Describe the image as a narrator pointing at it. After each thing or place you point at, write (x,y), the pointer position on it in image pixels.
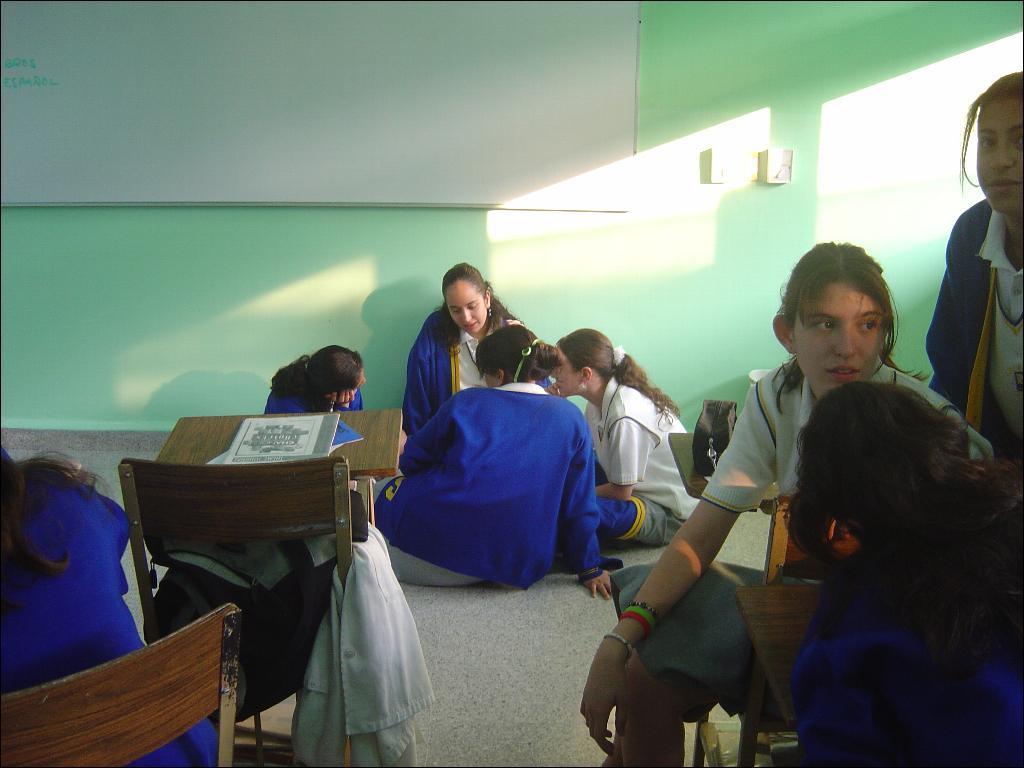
In this image, we can see a few people (633,601). We can see the ground (443,613). We can see a few chairs (286,511) and tables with some objects (274,424). We can also see a cloth (407,628). We can see a white board (594,53). We can see the wall (782,207) with some objects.
